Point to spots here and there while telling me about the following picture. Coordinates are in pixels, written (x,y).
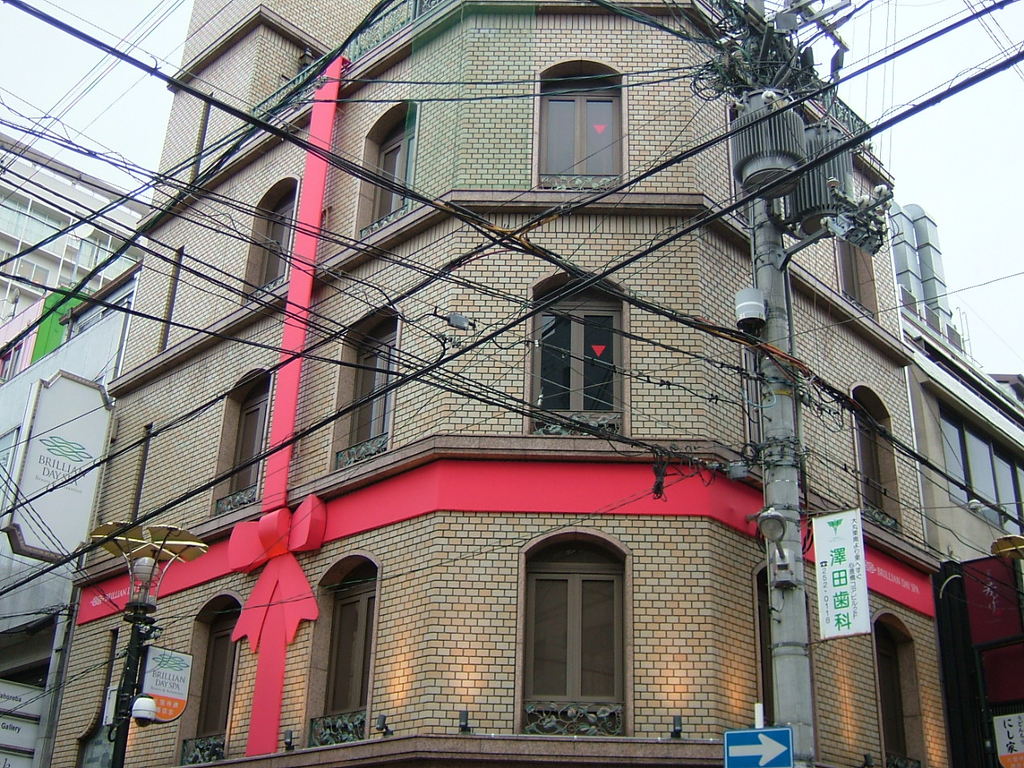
In this picture we can observe a building (463,566) which is in cream color. There are some red color lines (314,514) on this building (663,516). On the right side (778,552) we can observe a pole (764,426). To this pole (766,232) there are some transformers (775,122) and wires (752,73) fixed. We can observe some wires (752,57) in this picture. In the background (151,147) there is a sky (964,134).
